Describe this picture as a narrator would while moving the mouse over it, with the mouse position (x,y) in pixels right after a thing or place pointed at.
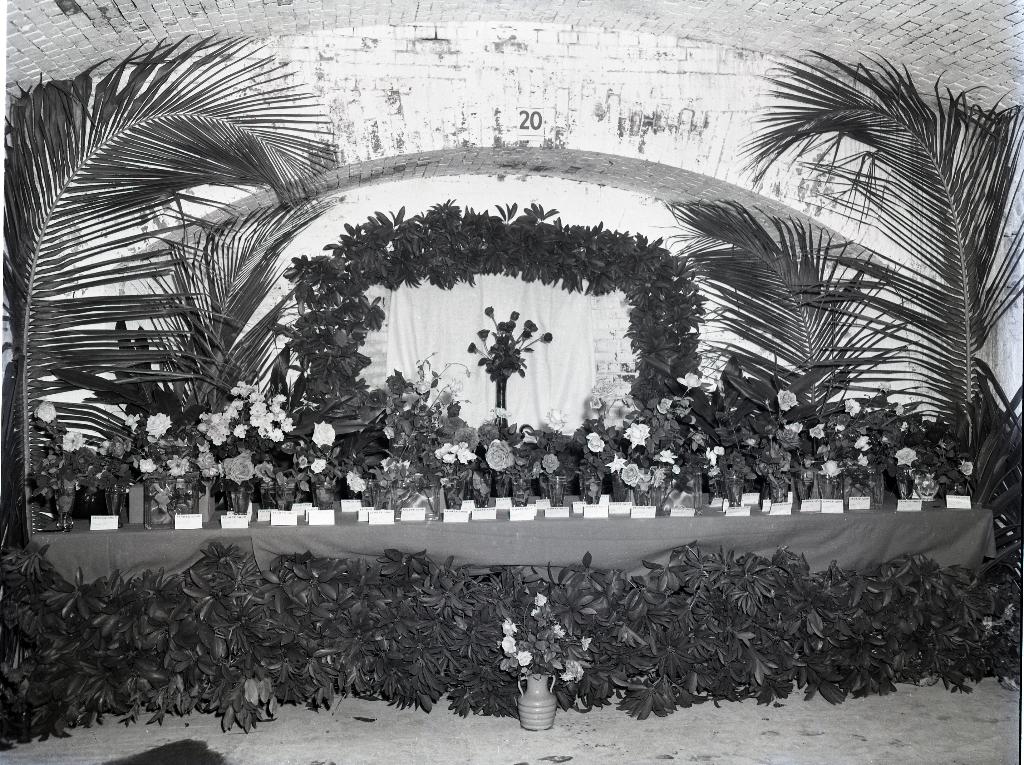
This is a black and white image in which we can see some plants (690,587), flowers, flower vases (655,489), a curtain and a wall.
